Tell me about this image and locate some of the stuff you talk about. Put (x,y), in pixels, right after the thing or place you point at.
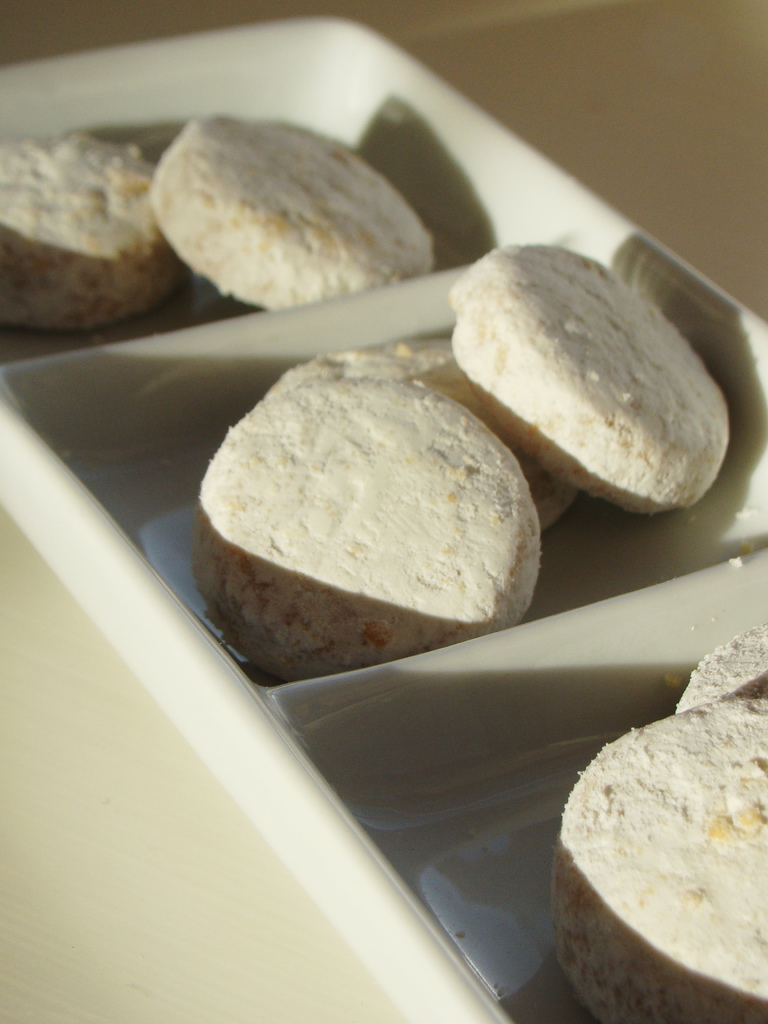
This image consists of cookies (338,646) in white color which are kept in a tray (387,752). At the bottom (116,881), we can see a table (120,882).
